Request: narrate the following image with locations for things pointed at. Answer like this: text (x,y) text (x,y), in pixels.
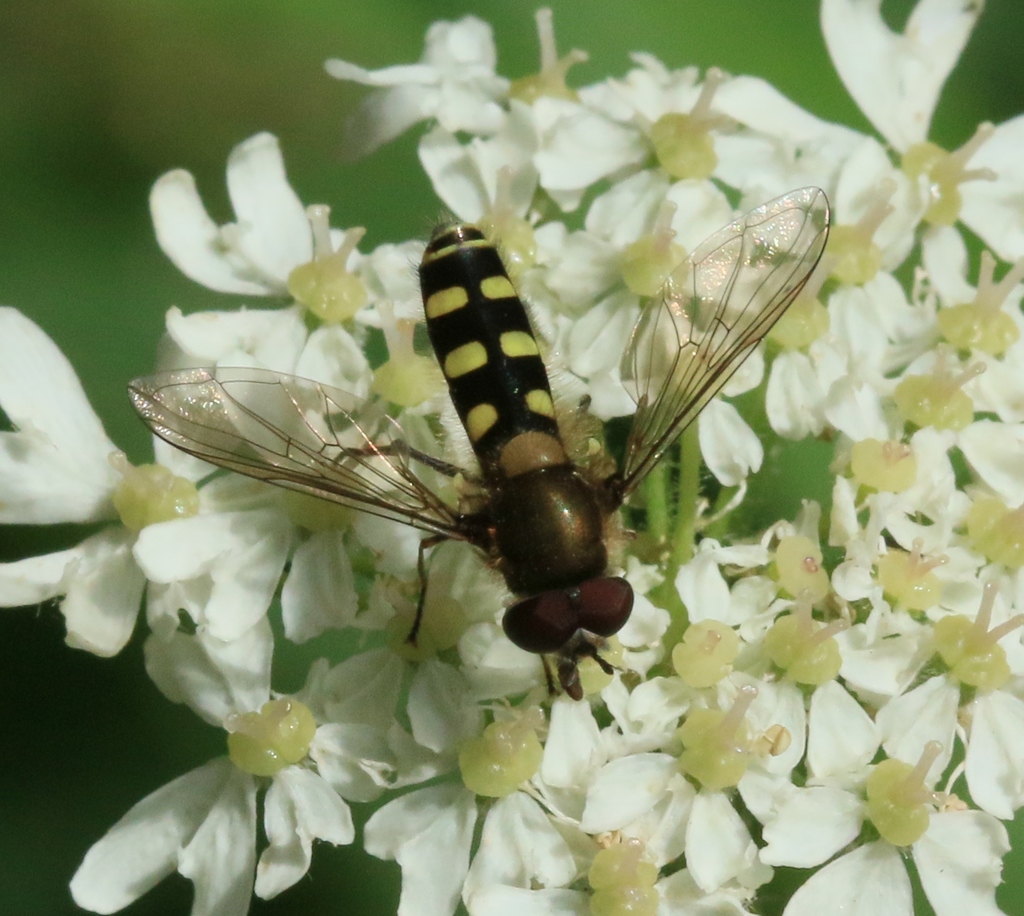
In this picture I can see there is a hoverfly (640,330) and there are some flowers (590,744).
